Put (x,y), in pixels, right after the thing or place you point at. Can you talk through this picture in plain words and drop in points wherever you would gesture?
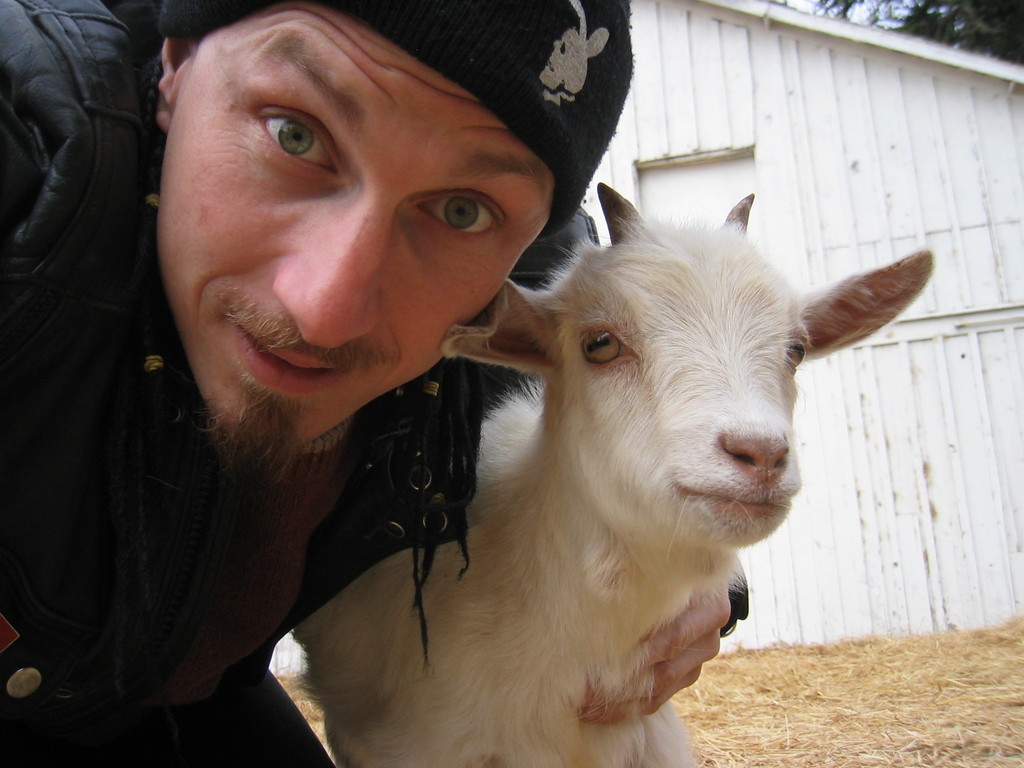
On the left side of this image (104,344) there is a man (82,330) holding a goat (620,506) in the hand (670,634) and looking at the picture. This goat (547,495) is in white color. In the background (803,694), I can see the dry grass (829,694) on the ground (853,740) and there is a shed (938,194).
